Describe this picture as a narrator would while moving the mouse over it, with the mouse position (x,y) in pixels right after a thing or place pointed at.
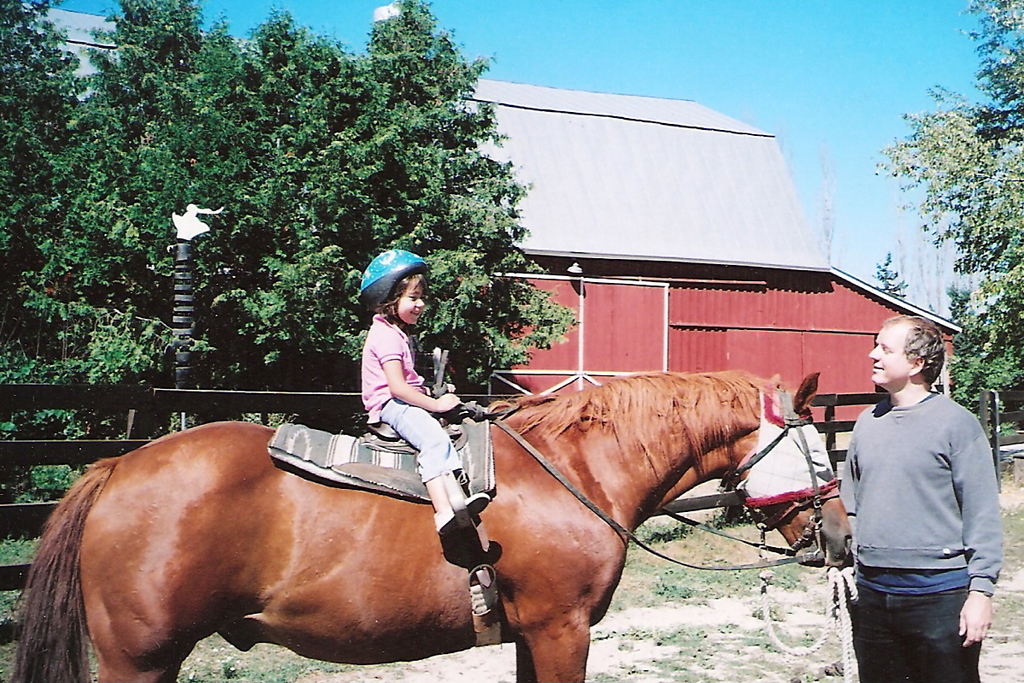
This image is clicked outside. There is a sky (696,36) on the top (932,72) and trees (327,194) on left (282,220) and right side (1009,172). There is a horse (577,560) in the middle (677,436) and a kid (455,410) is sitting on that horse (548,521) with helmet (412,265) on his head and a person (956,415) on the right side (968,559) is holding that horse (64,641). He is wearing t-shirt (939,500) and black color pant (917,635).
